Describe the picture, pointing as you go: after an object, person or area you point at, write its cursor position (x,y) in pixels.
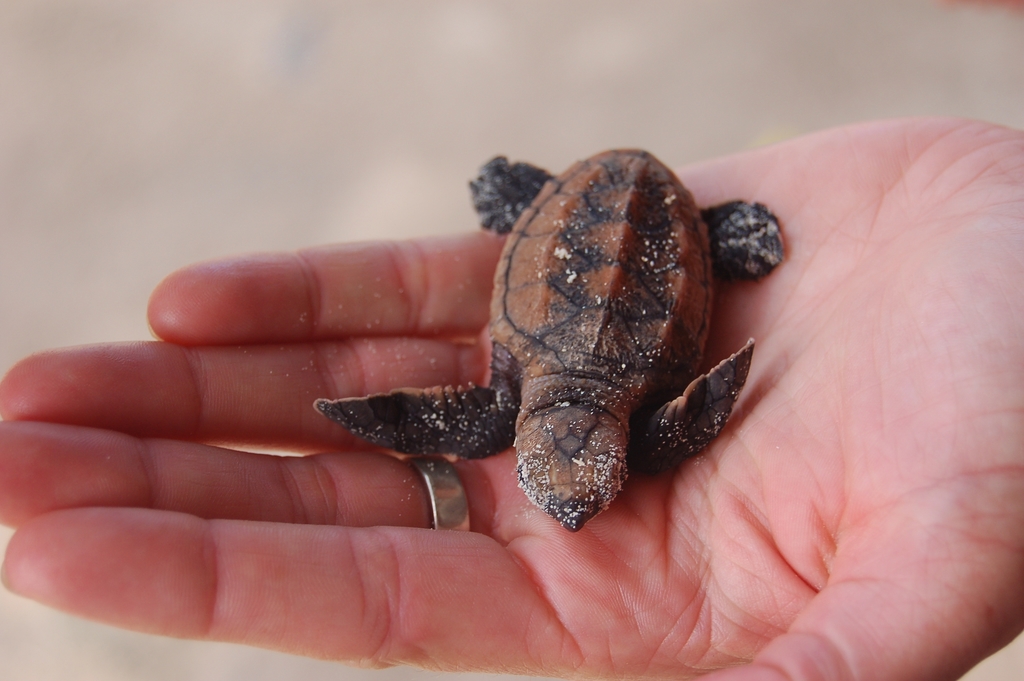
In the picture we can see a person's hand (939,408) with a palm (980,209) on it, we can see a small turtle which is brown in color and to the finger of the person (881,491) we can see a ring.
